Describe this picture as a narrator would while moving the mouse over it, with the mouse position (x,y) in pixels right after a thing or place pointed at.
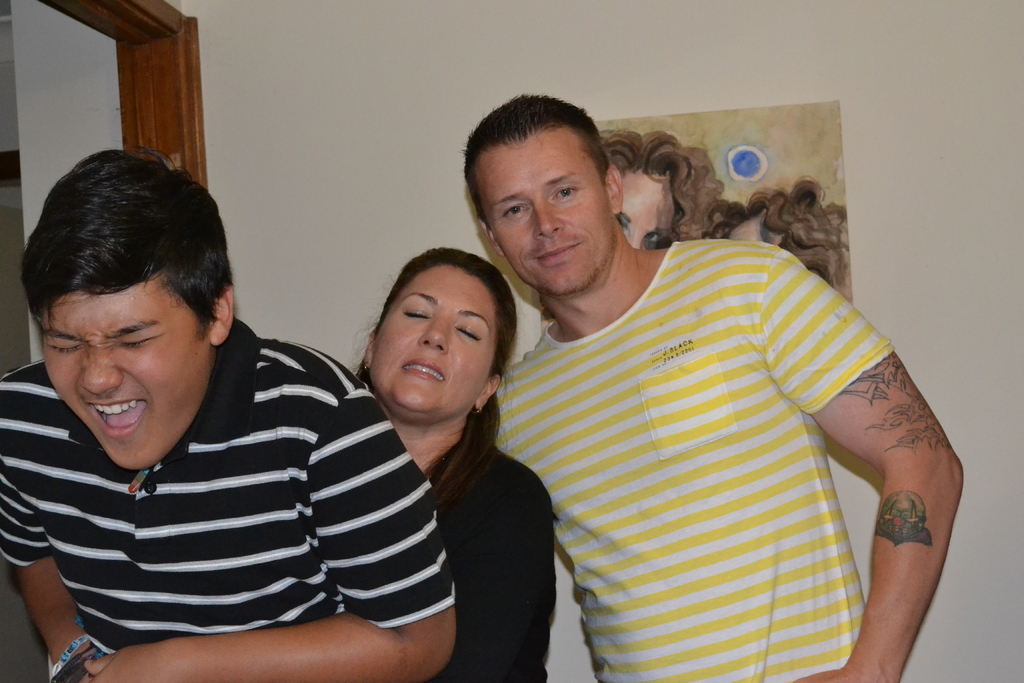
In this image there are three persons (726,575) standing, in the background (963,255) there is a wall (924,222), for that wall (1021,222) there is a painting (709,176) and a door (77,48).
